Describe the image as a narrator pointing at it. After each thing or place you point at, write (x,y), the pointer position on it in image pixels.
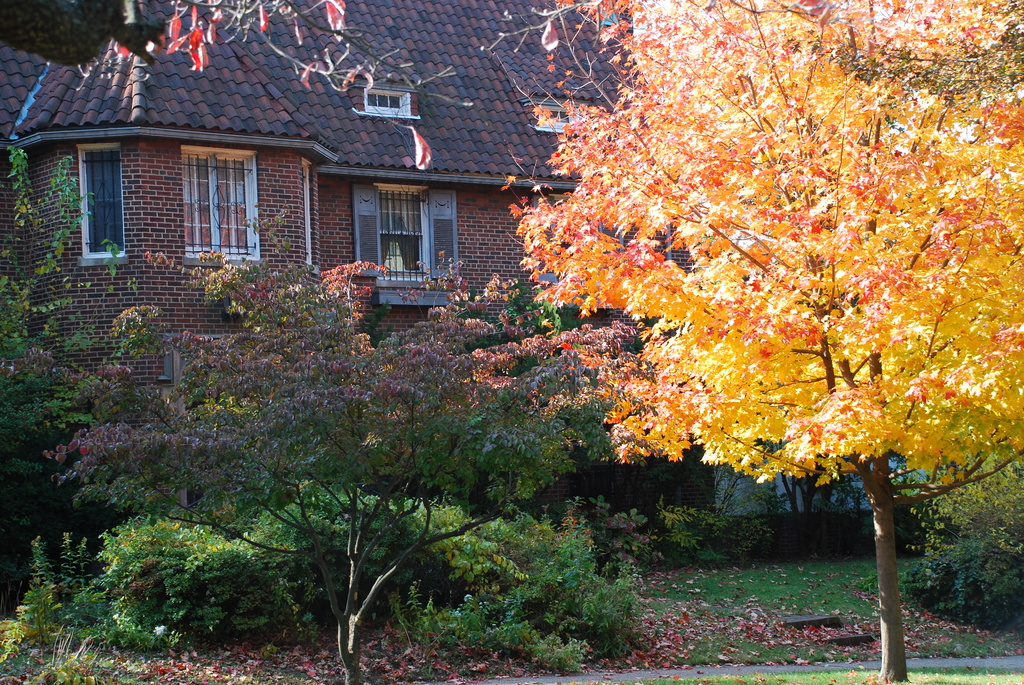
In This image in the foreground (515,446) there are some trees (423,499) and plants (278,575) and in the background (356,132) there is a house (232,240), at the bottom (637,639) there is grass (669,652) and some dry leaves (175,665).
